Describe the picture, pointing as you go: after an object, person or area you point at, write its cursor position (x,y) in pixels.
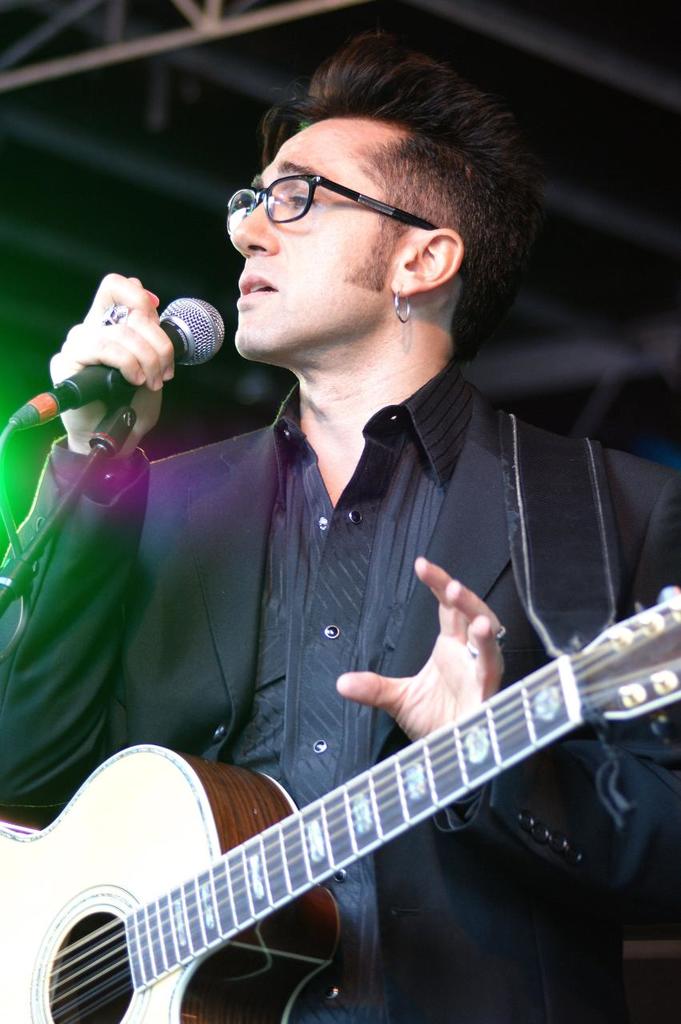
In the picture a person (425,568) is holding a microphone (92,399) which is in front of him and he is carrying a guitar (328,936).
